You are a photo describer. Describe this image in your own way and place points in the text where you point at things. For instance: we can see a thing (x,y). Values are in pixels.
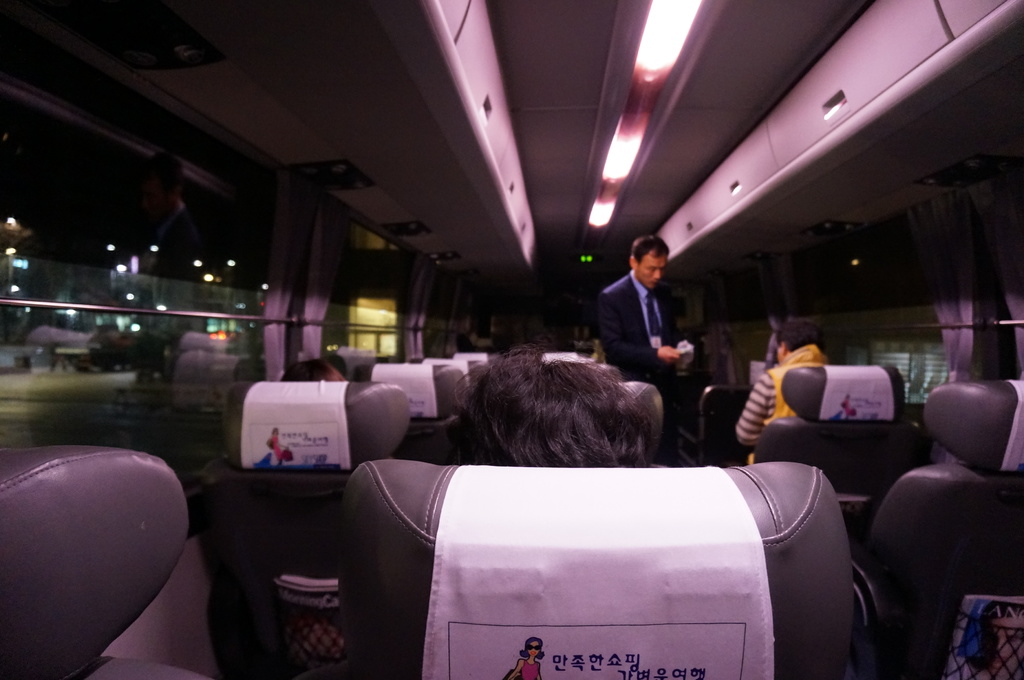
This image is taken in the bus (730,275). In this image there are seats (862,470) and we can see people (573,408) sitting. There is a man (648,255) standing. At the top (657,94) there are lights (627,171) and we can see curtains (332,256).
